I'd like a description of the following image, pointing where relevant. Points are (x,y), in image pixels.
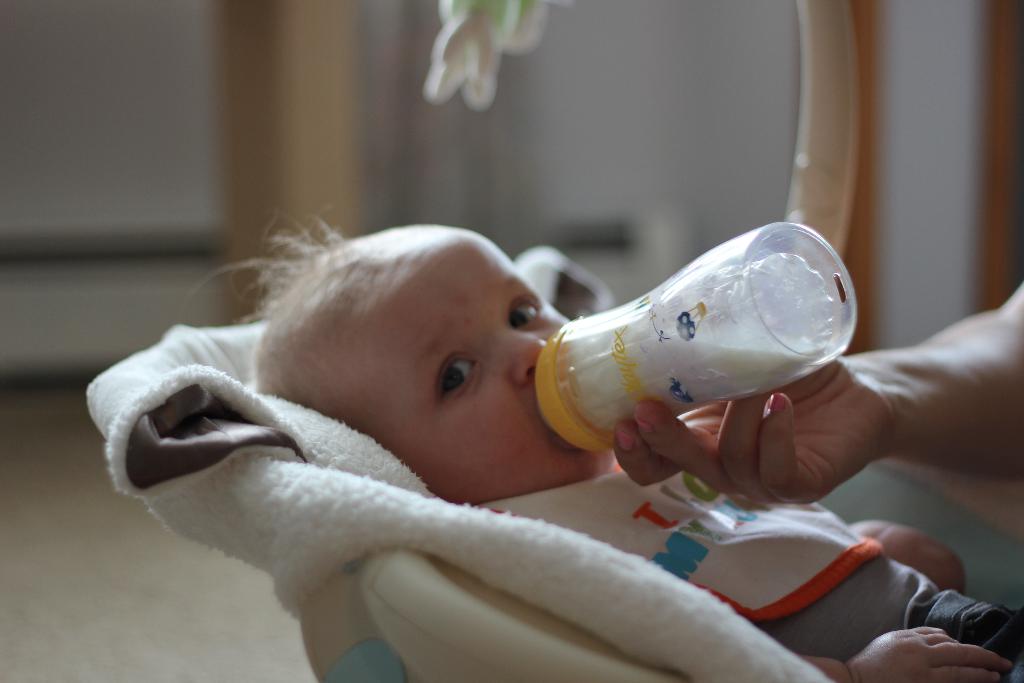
In this image i can see a baby (424,347) she drinking a milk (678,349) on the bottle (580,353). And a person hand (947,382) is visible. And there is a cloth (340,519) back side of the baby (468,269).
